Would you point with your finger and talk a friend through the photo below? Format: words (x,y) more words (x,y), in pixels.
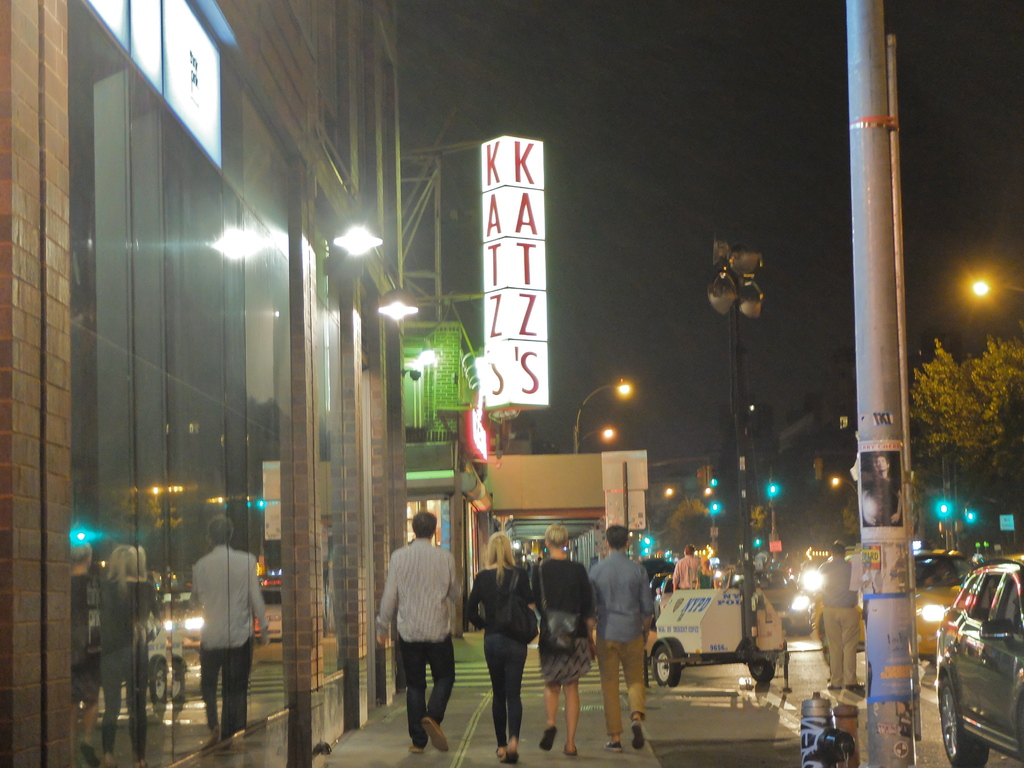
In this image I can see few people (605,659) are walking on the road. I can see few vehicles (930,621), trees (995,406), light-poles (721,268), poles (873,226), boards (495,206) and glass buildings (177,257).
